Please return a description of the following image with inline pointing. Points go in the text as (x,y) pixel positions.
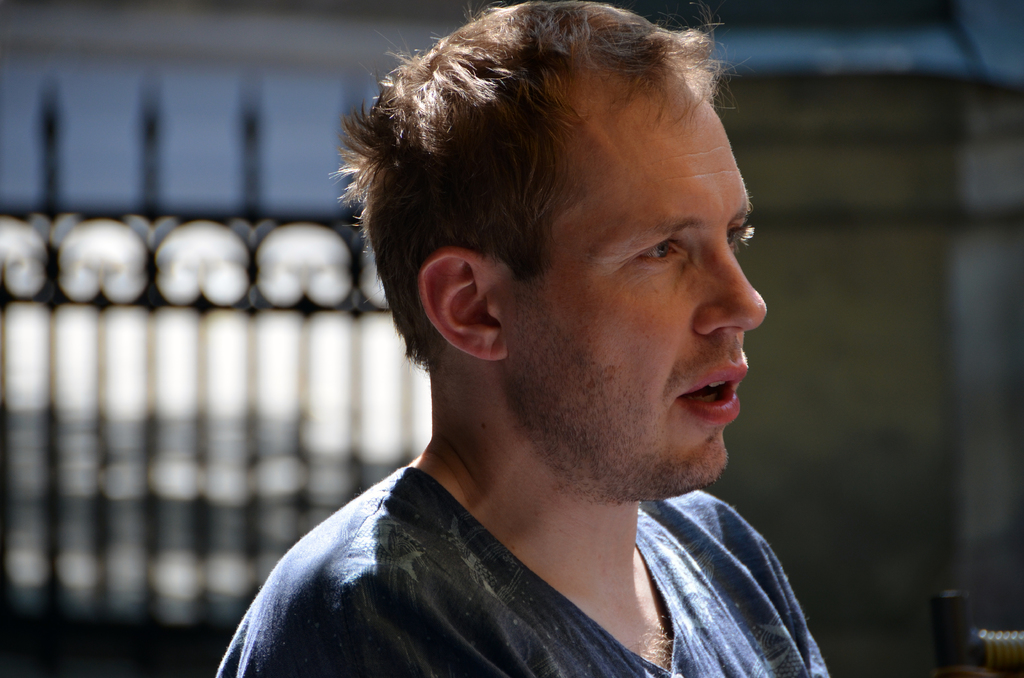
In this picture there is a person (545,460) with blue t-shirt (450,564). At the back (263,336) there is a railing (55,327) and there is a wall (959,506).
